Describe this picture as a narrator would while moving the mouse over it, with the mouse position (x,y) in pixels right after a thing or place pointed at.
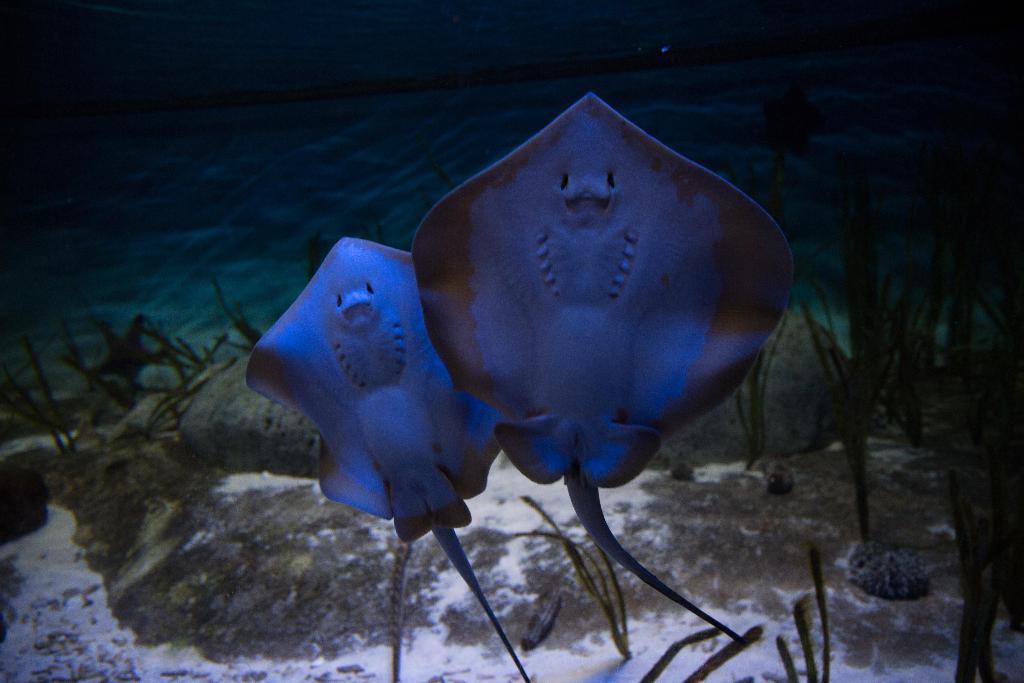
In the image we can see some underwater animals (691,161) and plants (250,328).
